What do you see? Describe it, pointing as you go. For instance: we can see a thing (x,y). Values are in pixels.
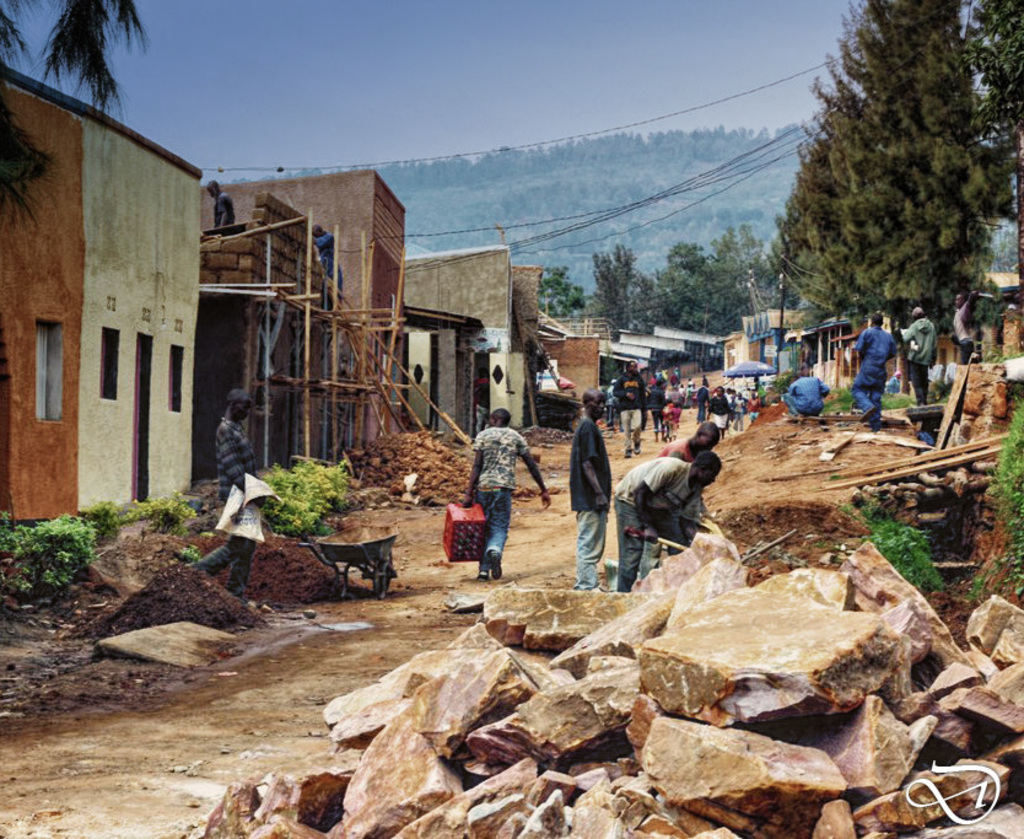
In this picture we can see some people (723,414) walking here, there are some rocks (762,772) at the bottom (747,763), we can see some buildings (441,335) on the left side (226,324), there is soil (337,616) here, we can see plants (58,539) here, in the background (564,203) there are some trees (671,219), we can see the sky (526,113) at the top of the picture (500,107).
